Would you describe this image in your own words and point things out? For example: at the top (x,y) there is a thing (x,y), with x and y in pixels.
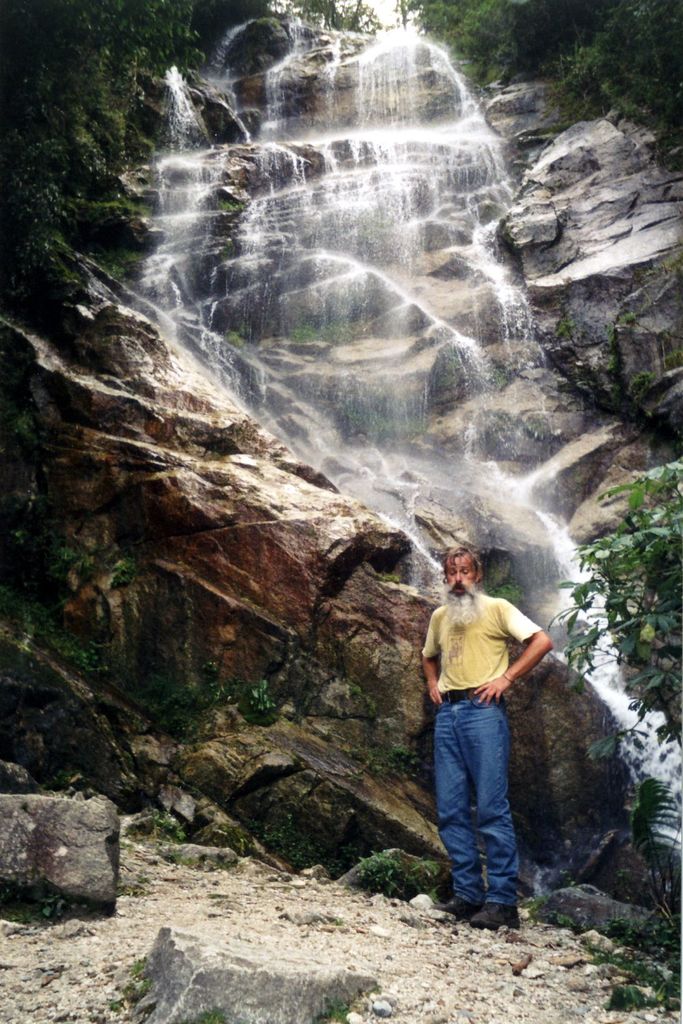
In the image there is an old man (481,674) standing in front of the hill (448,282) with waterfall (363,287) flowing on it, there is a plant (652,542) on the right side (659,634).
